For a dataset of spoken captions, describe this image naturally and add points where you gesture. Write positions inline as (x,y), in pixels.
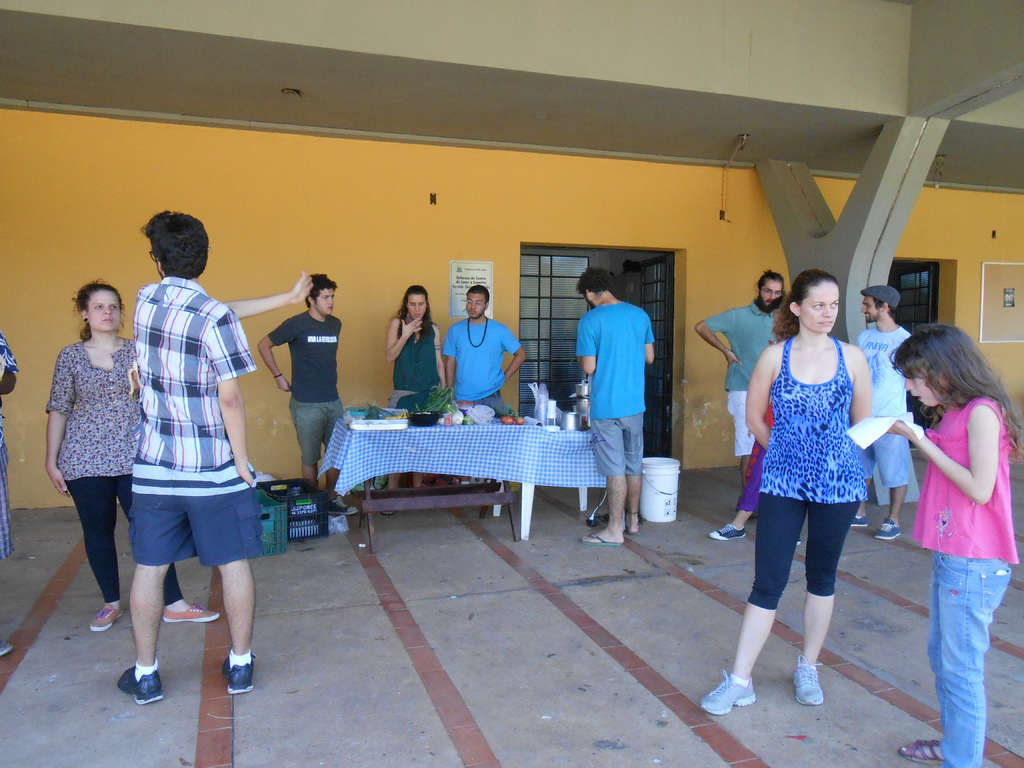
In the image there are group of people (980,426). On right side (793,422) there is a woman (821,385) and a girl (1017,420) the girl (991,447) is holding white color paper (879,433). On left side (217,412) there is a man (205,382) who is standing and talking to a woman (129,410), in middle (403,433) there is a table (398,440) on table (501,424) we can see some vegetables (444,401), bowl (436,422), bottle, jar (570,413), basket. In center (555,336) there is a door (567,307) in which one is closed and one is opened background (346,205) we can see yellow color wall (443,217) and gray color pillar (805,224).
